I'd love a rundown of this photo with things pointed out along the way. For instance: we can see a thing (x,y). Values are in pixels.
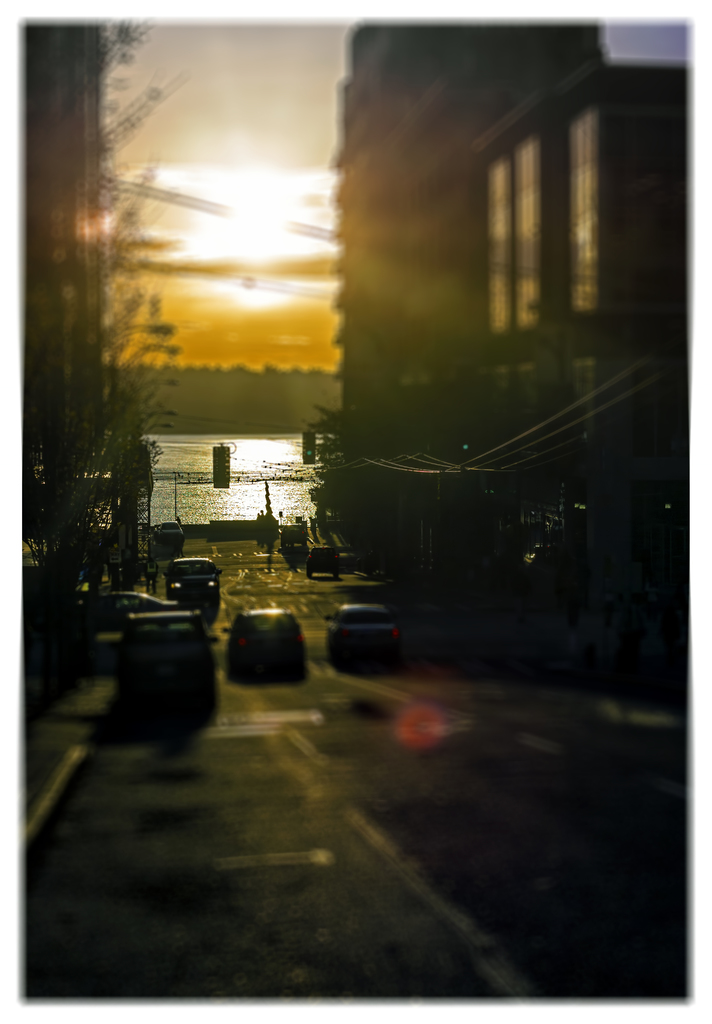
Vehicles (186,605) are on the road (210,624). Background (431,191) it is blur. We can see building (359,180), sky (252,112) and tree (108,292).
